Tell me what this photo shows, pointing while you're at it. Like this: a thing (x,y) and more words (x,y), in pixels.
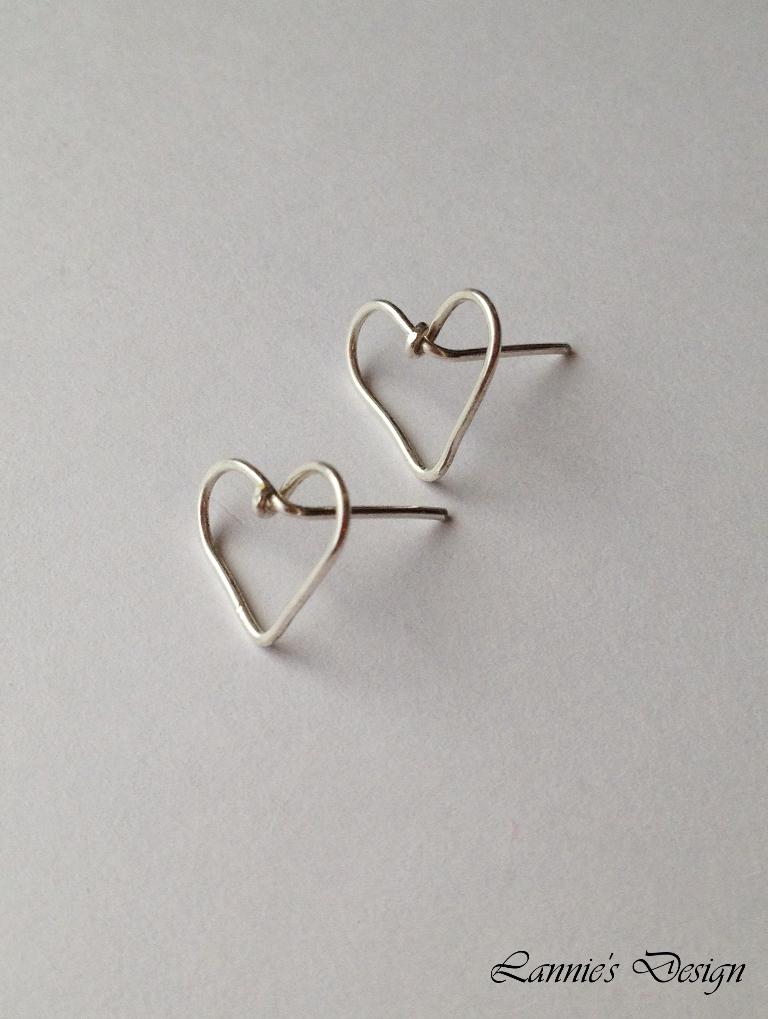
In the picture I can see some objects (256,635) on a white color surface (421,654). On the bottom right side of the image (568,975) I can see a watermark (590,970).
